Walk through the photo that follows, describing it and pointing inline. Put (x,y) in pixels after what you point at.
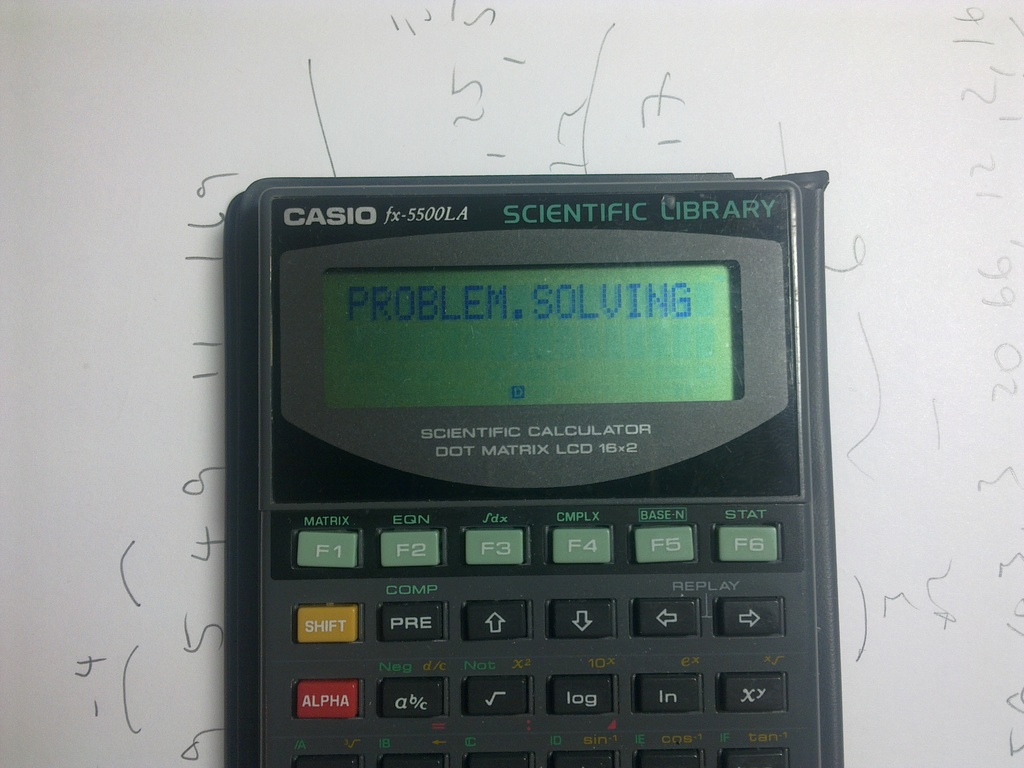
In the center of the image (487,357), we can see a calculator (439,361) and in the background (351,59), there is some text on the board (909,478).
